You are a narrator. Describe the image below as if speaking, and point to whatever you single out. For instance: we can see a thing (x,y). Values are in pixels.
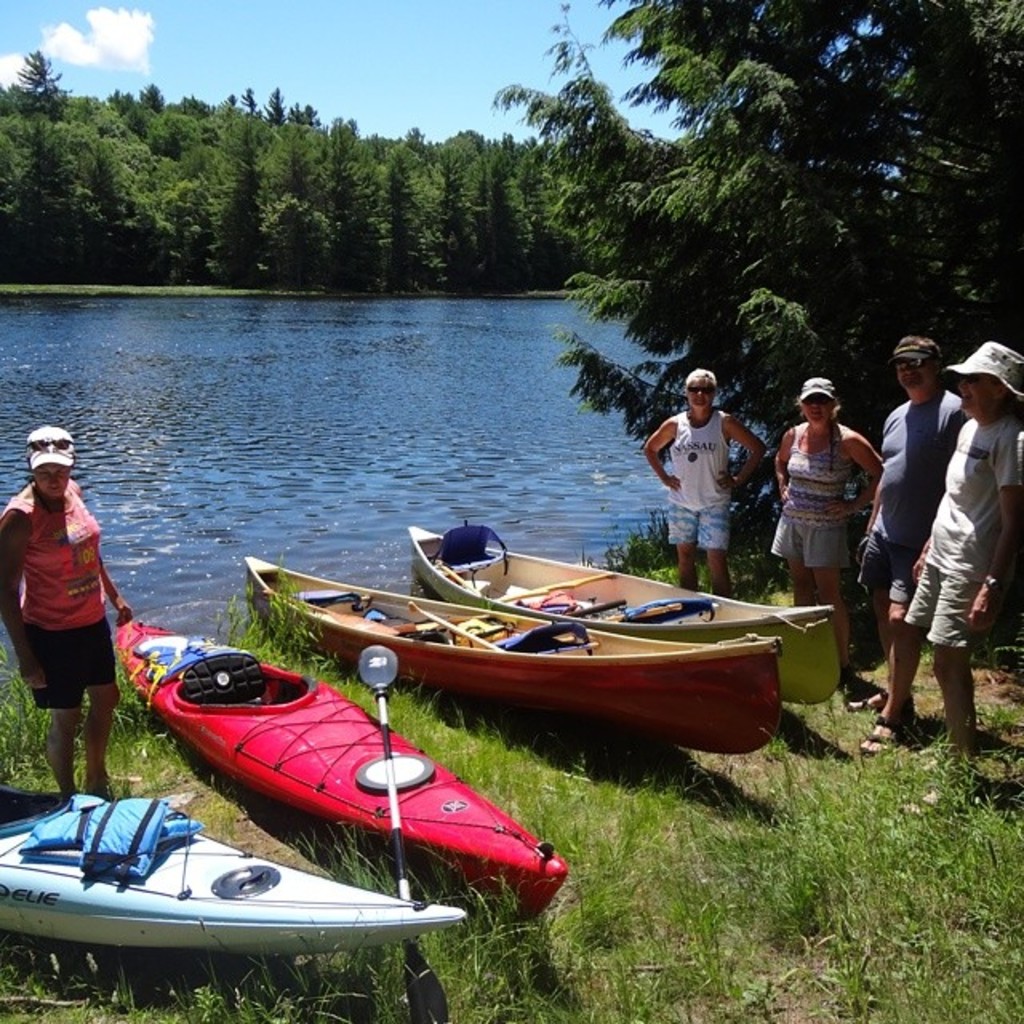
In this image I can see on the left side (72,652) a woman (110,664) is looking at these boats (349,812), she wore pink color top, black color shorts (92,626). On the right side (972,503) a group of people (912,511) are standing and smiling, they wore t-shirts (787,471), shorts (674,511). In the middle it looks like a river (401,420). At the back side (760,493) there are trees (363,214), at the top (399,79) there is the sky (359,34).
